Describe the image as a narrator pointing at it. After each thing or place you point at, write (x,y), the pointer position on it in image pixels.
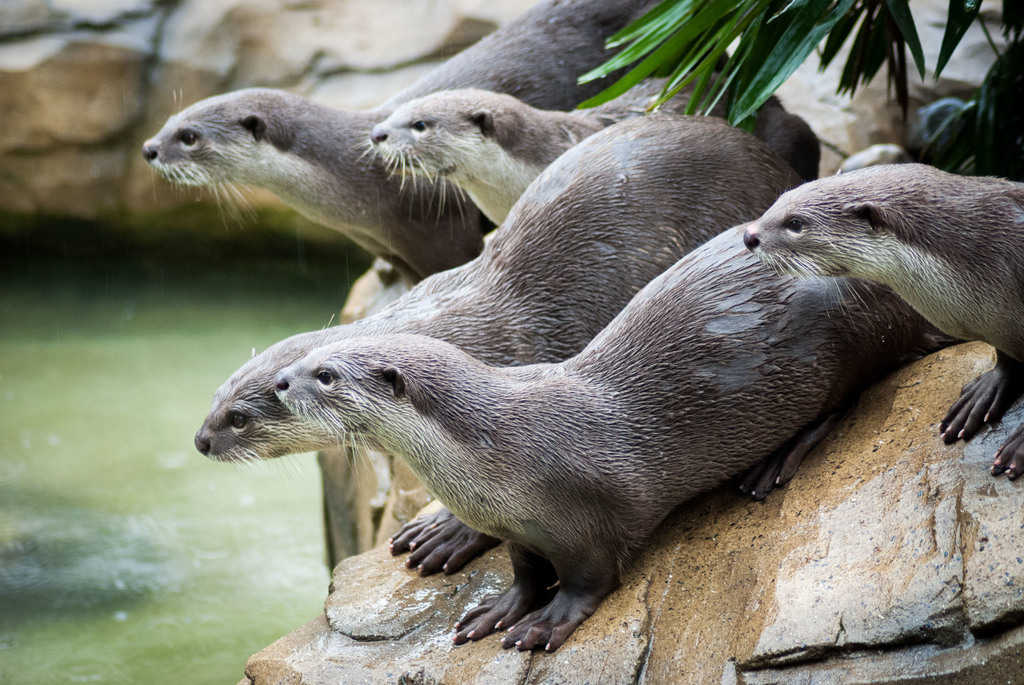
On the right side of the image (701,186) we can see otters (702,444). At the left (72,623) there is water (116,553). In the background (135,89) there are rocks (154,71). At the top (753,41) there is a plant (801,47).
